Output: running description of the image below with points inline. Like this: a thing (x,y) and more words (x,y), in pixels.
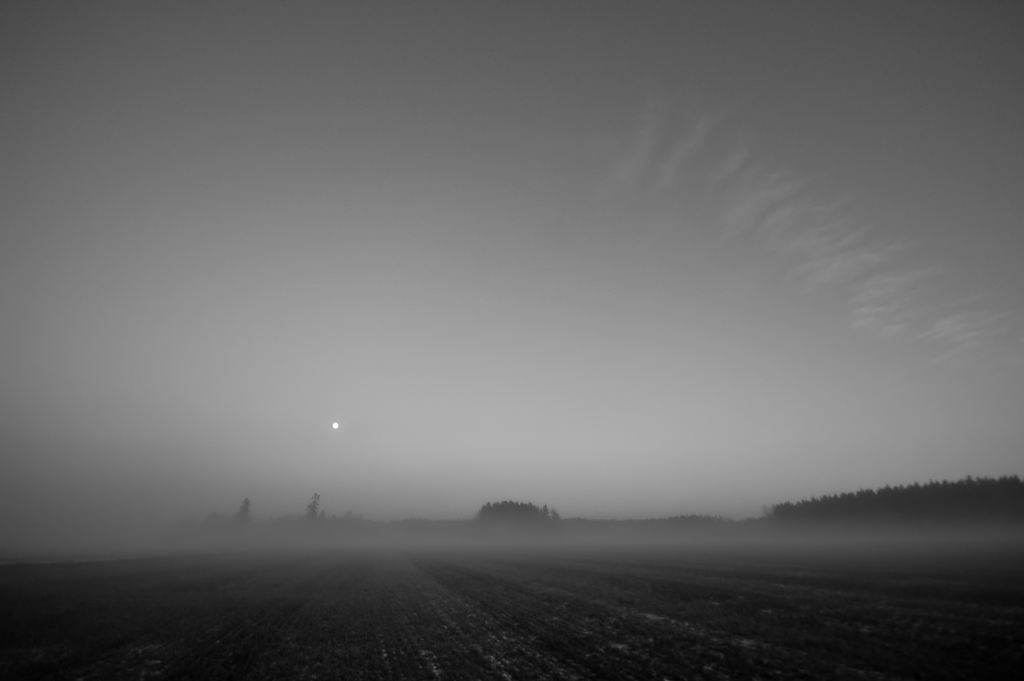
In this picture, in the middle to right side (973,499), we can see some trees (955,502). On top (505,224) there is sky (798,389).
